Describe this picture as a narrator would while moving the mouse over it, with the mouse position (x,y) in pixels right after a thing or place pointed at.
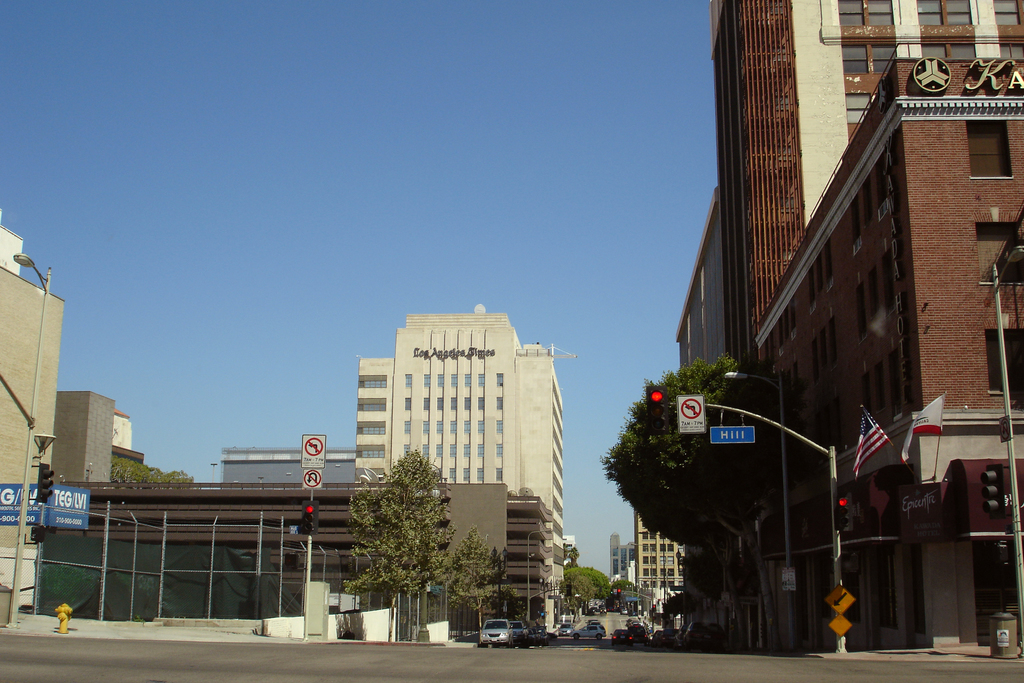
In this image on the right side (852,251) there is a building (904,337), in front of building (849,342) there is a tree (680,470), traffic signal light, pole (834,510), in the middle (447,443) there are buildings (466,443), road (480,658), on which there are vehicles (522,626), trees (406,535), traffic signal light (316,526), on the left side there is a fire hydrant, traffic signal light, pole (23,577).
